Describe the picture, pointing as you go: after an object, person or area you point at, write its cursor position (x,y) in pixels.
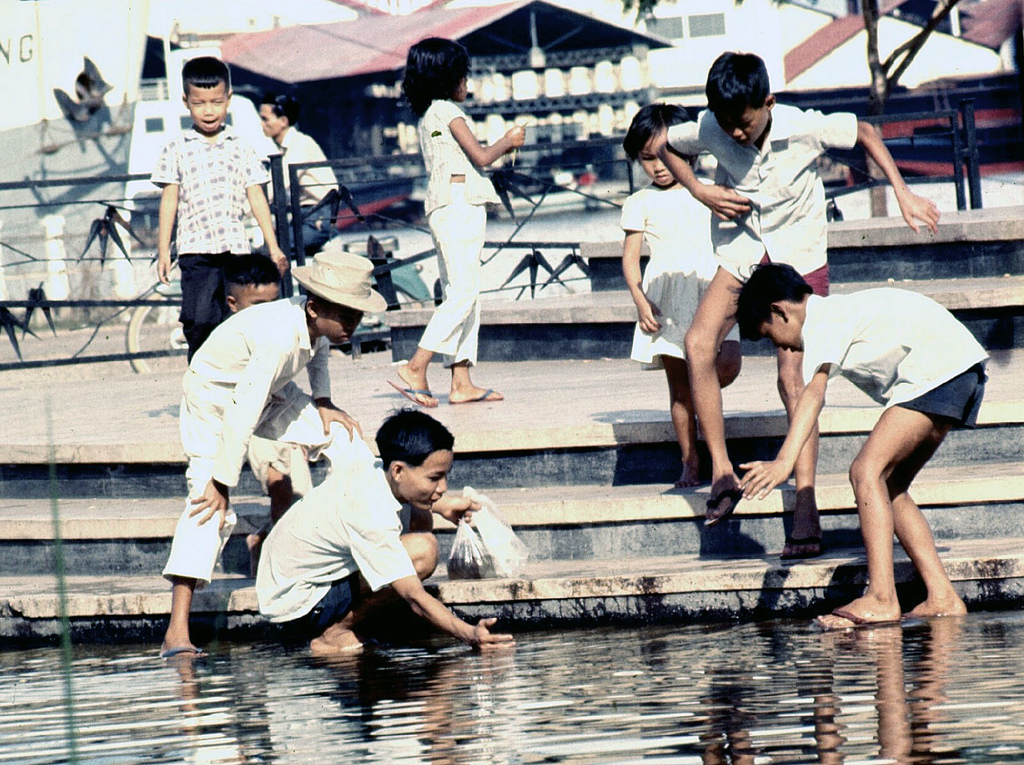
Here we can see few children (675,383) and this is water (564,743). In the background (564,85) there are buildings (640,85).
